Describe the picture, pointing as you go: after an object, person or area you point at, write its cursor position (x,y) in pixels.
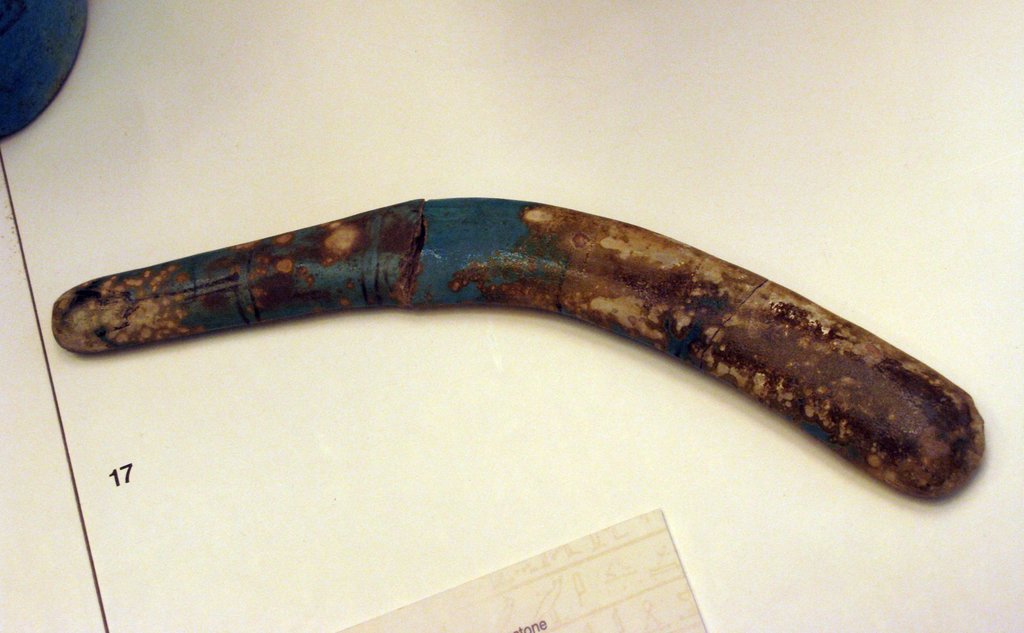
In this image, we can see a curved stick (527,267) on the white surface (558,391) labeled with a number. At the bottom of the image (604,587), there is an object (667,615) with text (524,630). In the top left corner (40,59), there is an object (40,30).
